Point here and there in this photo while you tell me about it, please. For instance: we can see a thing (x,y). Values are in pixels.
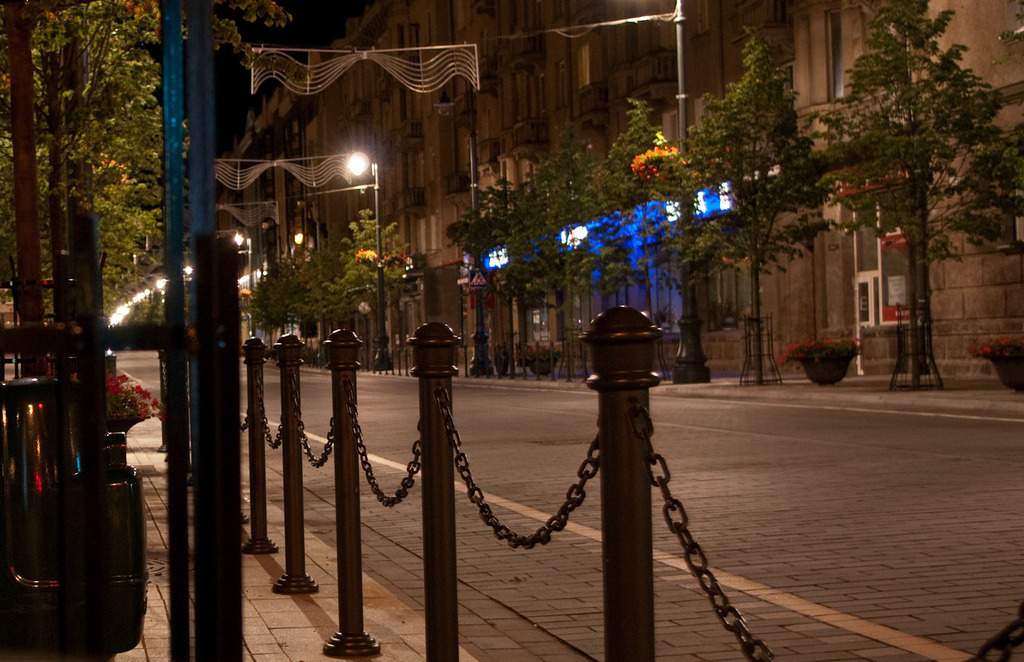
In this image, on the right side (900,106), we can see some trees (903,89), flower pot (847,355), plants (820,351), building (806,39), glass window (835,57), glass doors (861,305), pole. On the left side (227,323), we can also see metal rod (287,423), chains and some metal instrument (131,522), flowers (142,394), trees (84,160). In the background (273,272), we can see some street lights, metal grill (451,71), buildings (304,244), trees (282,261). At the top (309,15), we can see black color, at the bottom (851,477), we can see a road (720,447) and a footpath (291,636). In the right corner (751,646), we can see a metal chain (737,638).
